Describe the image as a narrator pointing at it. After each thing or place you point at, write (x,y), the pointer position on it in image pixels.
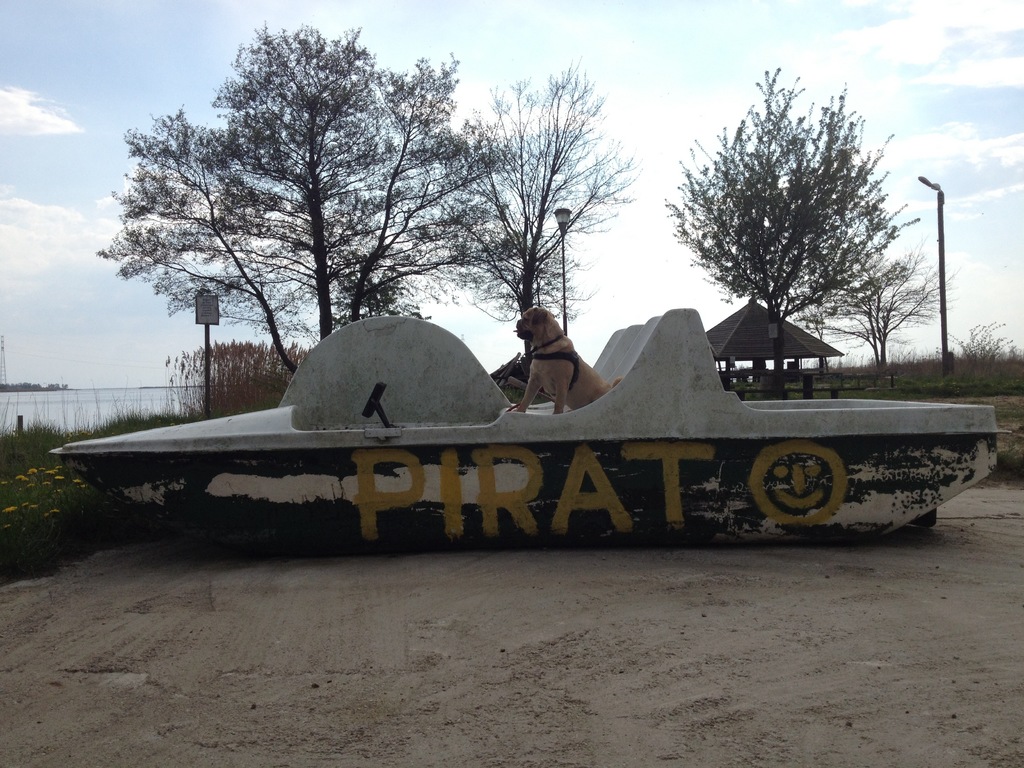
In this picture there is a dog (578,369) sitting in a boat (459,381) which is on the sand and there are few plants (42,492) in the left corner (26,469) and there are trees (601,217) and poles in the background (795,260).
